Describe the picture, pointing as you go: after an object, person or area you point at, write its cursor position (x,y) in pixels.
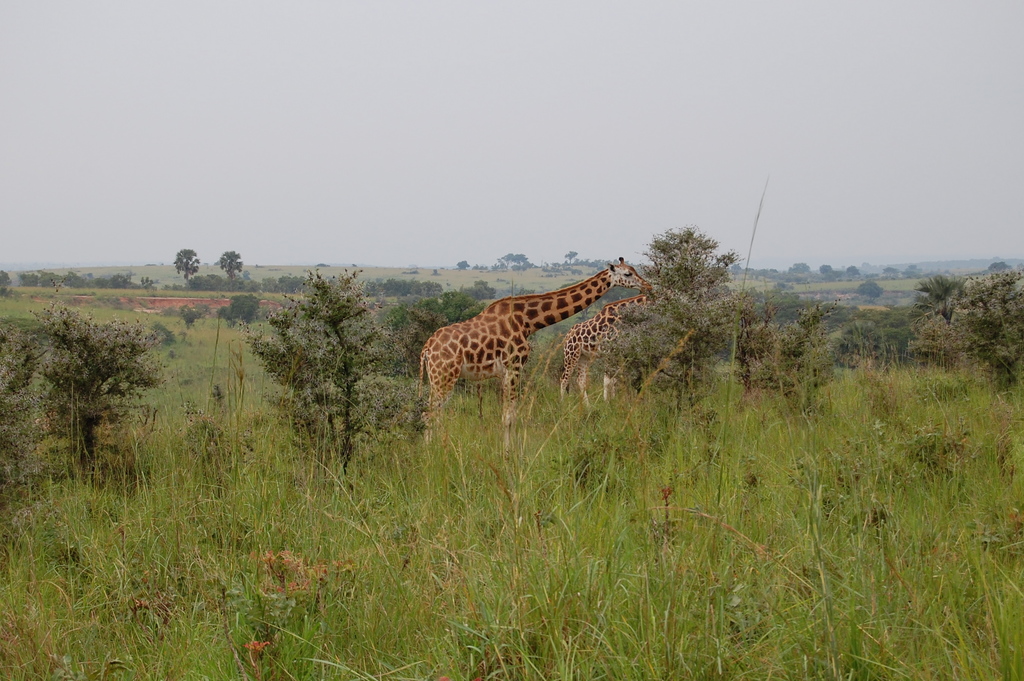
This is an outside view. In the middle of the image (534,324) there are two giraffes (579,345) and there are many trees (787,364). At the bottom (472,594), I can see the grass (596,565). At the top of the image (521,81) we can see the sky (419,90).
